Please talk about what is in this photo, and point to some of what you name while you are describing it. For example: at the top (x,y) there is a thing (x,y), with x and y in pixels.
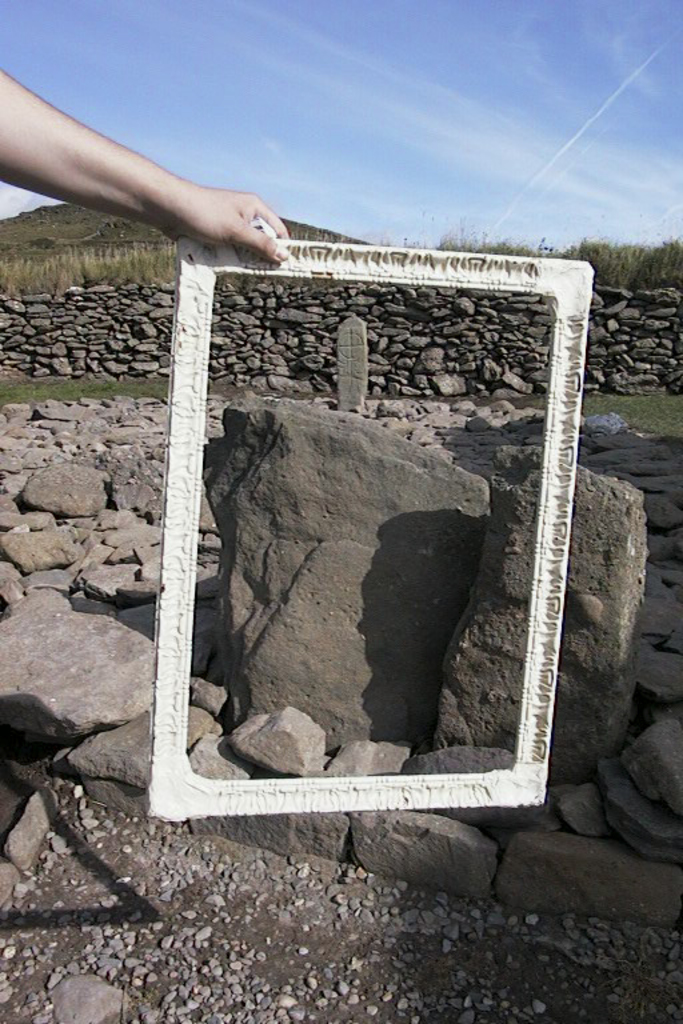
In the image there is a hand (238,215) holding a frame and behind the frame (179,443) there are plenty of rocks (306,372) and stones (526,396).
